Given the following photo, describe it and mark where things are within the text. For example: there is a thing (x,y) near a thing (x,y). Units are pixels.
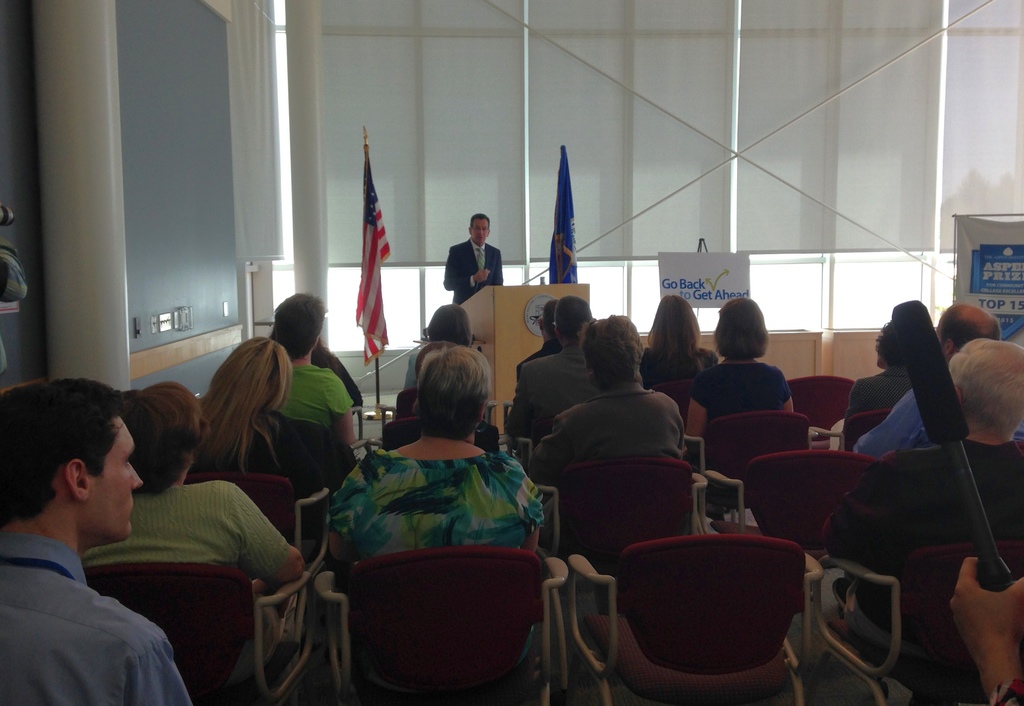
There are many people (234,440) sitting in the chairs (694,494) in this room (573,461) and one guy (456,265) is standing near the podium (494,296) and talking. There are two flags (370,295) beside him. In the background (198,152) there is a wall (219,155), pillars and Windows (715,121) here.
